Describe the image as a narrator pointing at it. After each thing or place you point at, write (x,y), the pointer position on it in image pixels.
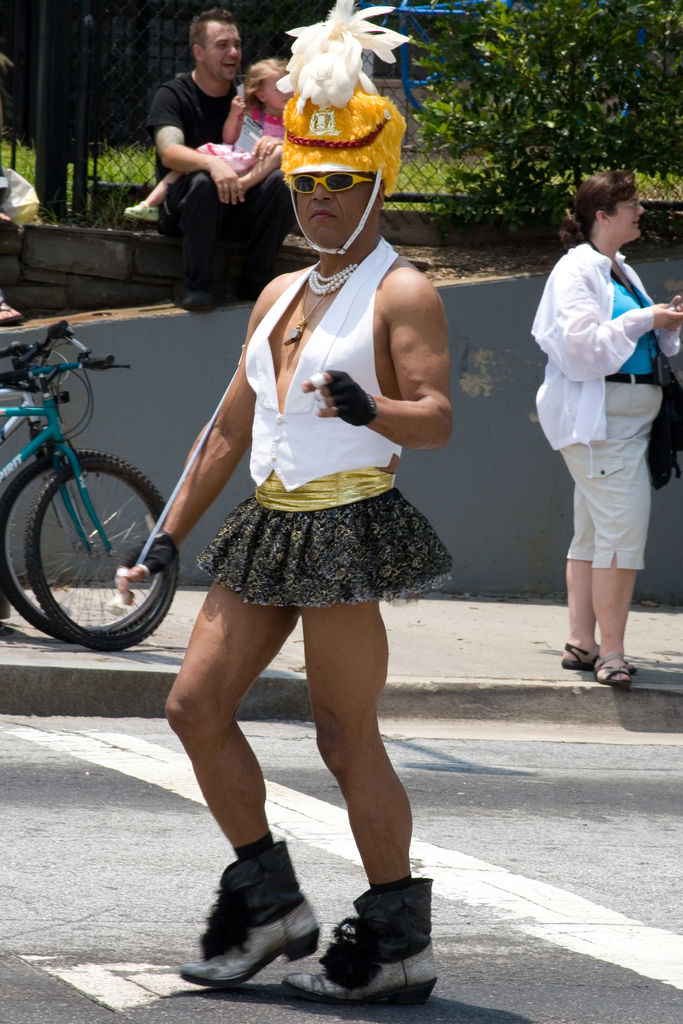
There is a person (238,513) walking on the road (178,1018) and wore fancy dress (304,446) and holding a stick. In the background (202,151) we can see people (578,244), bicycles (79,459), fence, leaves (556,73), wall (502,308), grass (641,184) and blue object (447,9).
